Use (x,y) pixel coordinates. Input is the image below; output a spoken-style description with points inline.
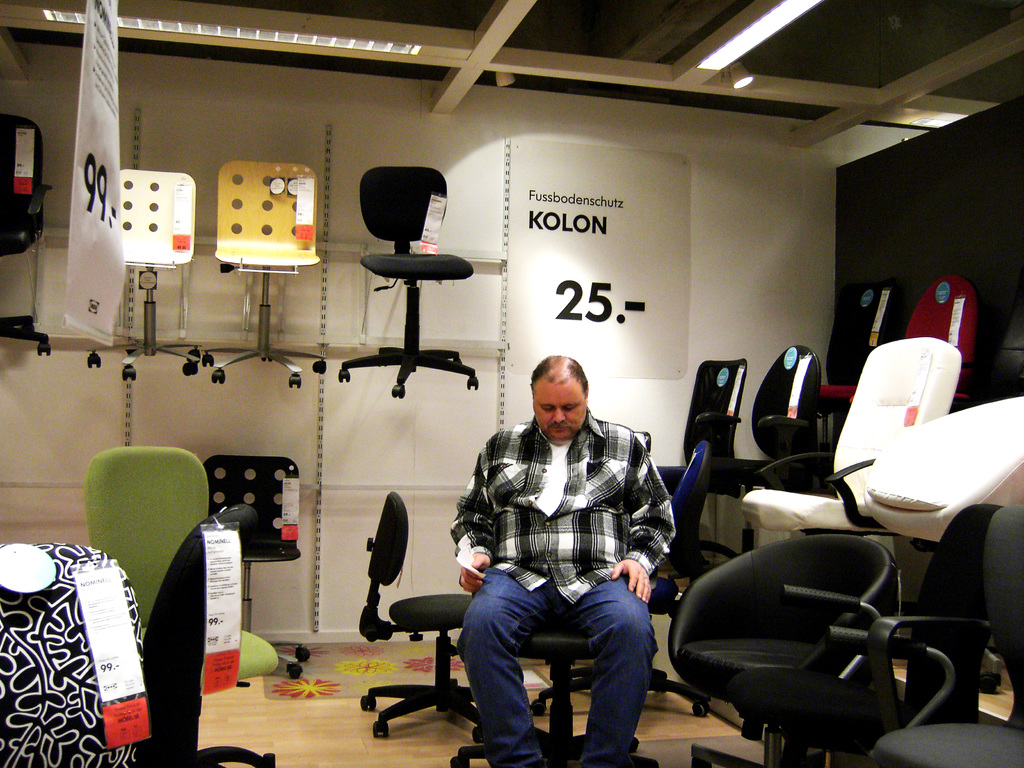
In this picture I can see a man (609,591) in the middle (630,478), he is sitting on the chair (552,649). There are chairs (33,664) with the tags (209,599) on them, in the background (649,299) I can see the banner (583,293) with text (592,207). At the top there are lights (790,5).
